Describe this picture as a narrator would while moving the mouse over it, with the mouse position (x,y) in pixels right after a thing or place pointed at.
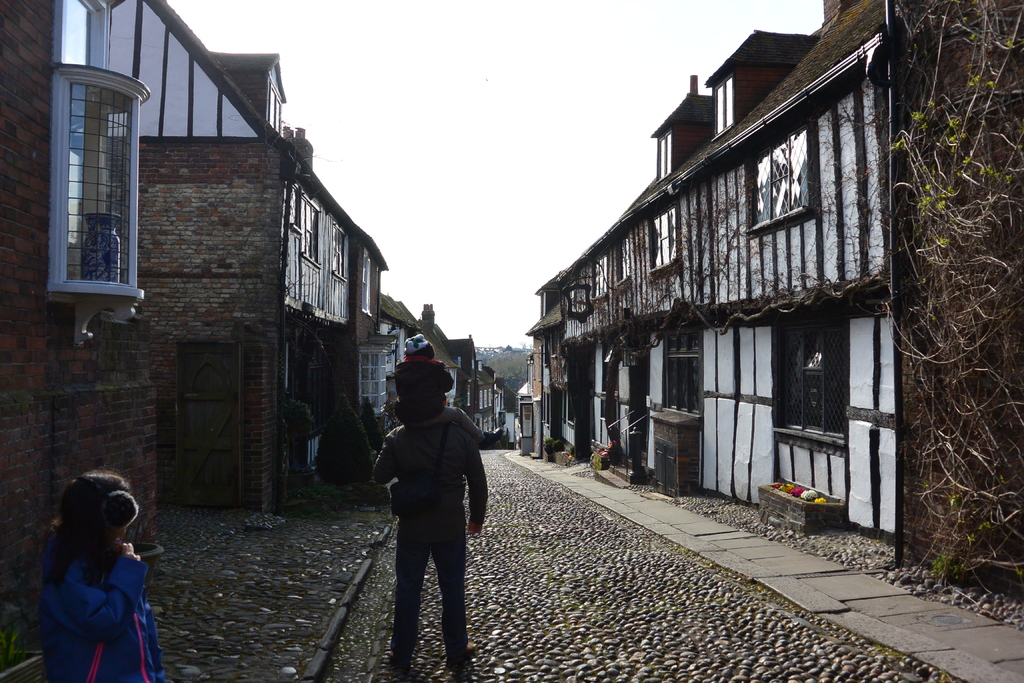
This image is taken outdoors. At the top of the image (392,162) there is the sky (502,81). At the bottom of the image (536,653) there is a road (570,634). On the left (277,396) and right sides of the image there are a few houses (213,348) with walls (208,260), windows (335,277), doors (661,468) and roofs (406,320). In the middle of the image (444,427) a man (420,524) is standing on the road (428,610). There are a few plants (373,415) and there are a few things (766,491). On the left side of the image (113,572) there is a kid (76,607).
